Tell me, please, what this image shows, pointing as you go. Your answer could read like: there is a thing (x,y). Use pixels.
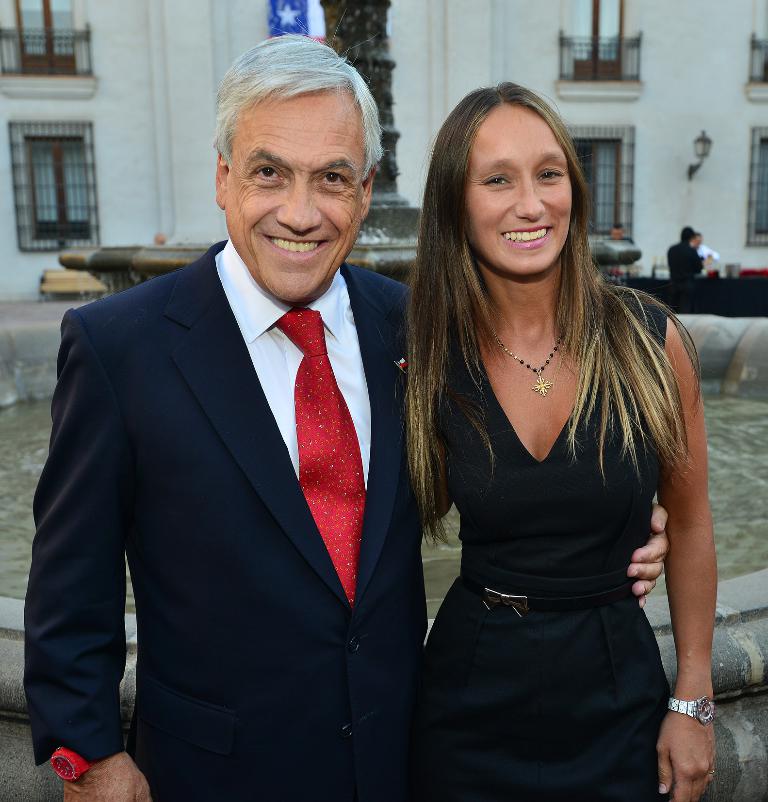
In this picture we can see two people (276,596) are standing and smiling. There is water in pond (11,607). We can see a building (718,23) and a lantern (693,173) on this building (726,234). We can see a few people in the background (621,237).
